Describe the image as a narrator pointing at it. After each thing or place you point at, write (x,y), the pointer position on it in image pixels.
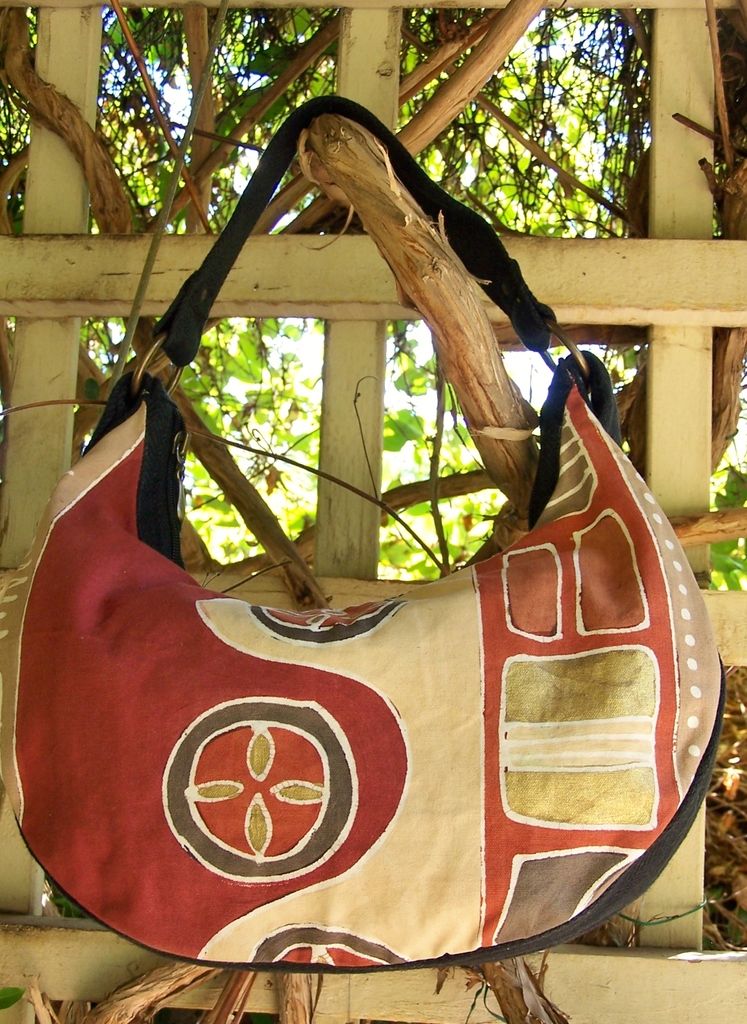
In this image I see a bag (547,441) which is hanged to a creeper (252,126).
